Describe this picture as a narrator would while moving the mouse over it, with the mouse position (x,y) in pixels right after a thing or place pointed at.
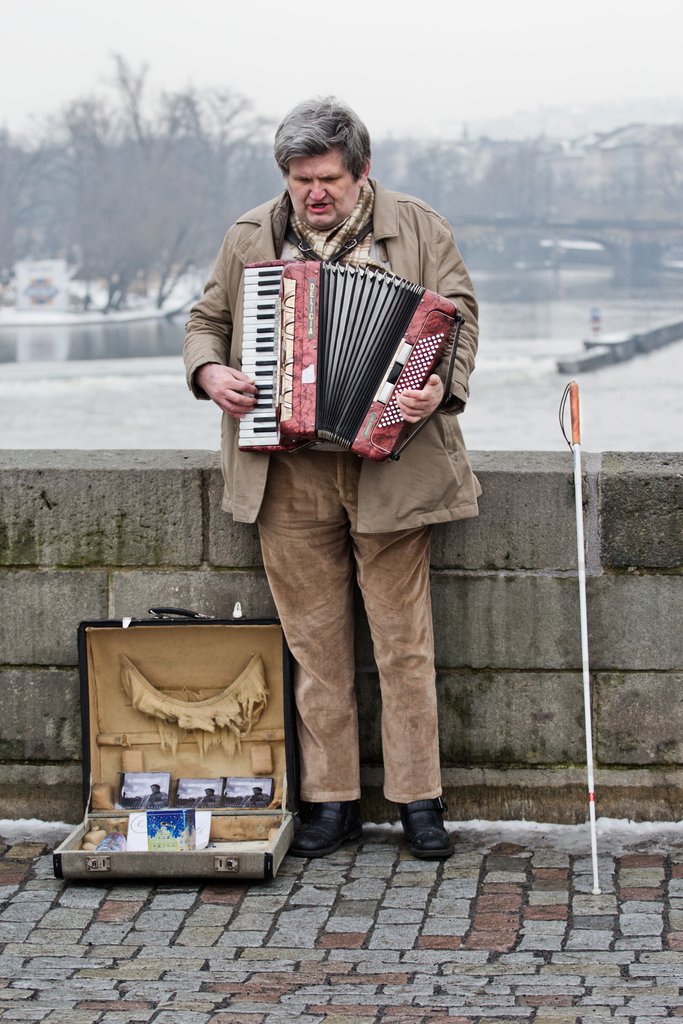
In the image I can see a person (292,539) who is playing some musical instrument (329,378) and also I can see a box (136,735) in which there are some things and behind there is a lake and some trees (73,145).
